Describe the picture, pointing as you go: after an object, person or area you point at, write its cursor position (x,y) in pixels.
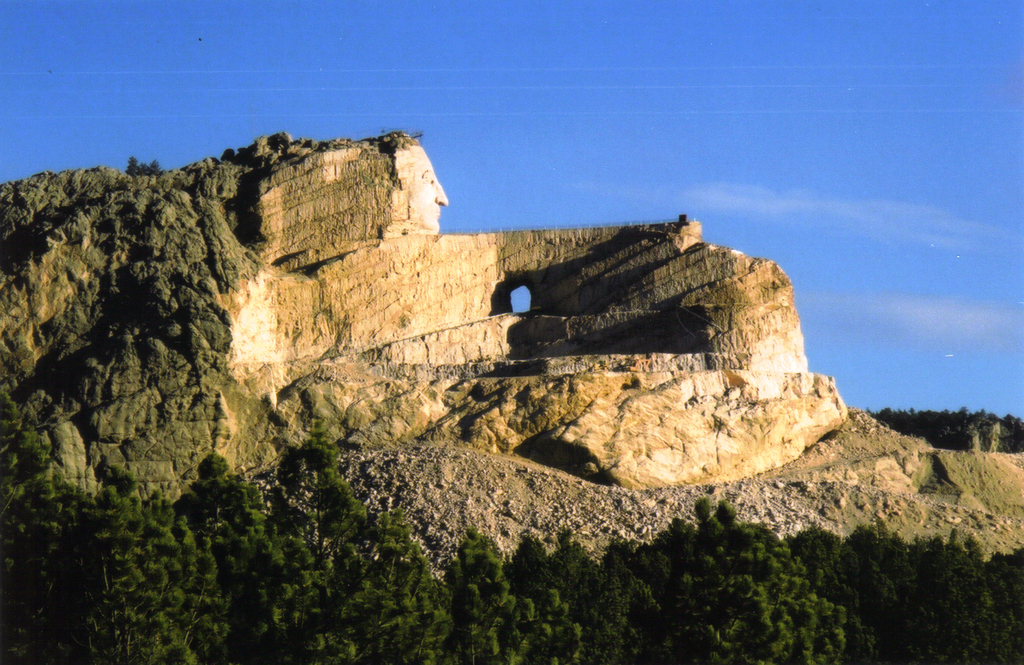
This image is taken outdoors. At the top of the image (526,120) there is the sky (783,179) with clouds (894,302). At the bottom of the image (77,610) there are many trees (349,534) with leaves (575,602), stems (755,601) and branches (865,603). In the background (956,434) there are a few trees (947,434). In the middle of the image (560,330) there is a big rock (136,271) and there is a carving (417,193) of a human face (419,180) on the rock (416,214).
